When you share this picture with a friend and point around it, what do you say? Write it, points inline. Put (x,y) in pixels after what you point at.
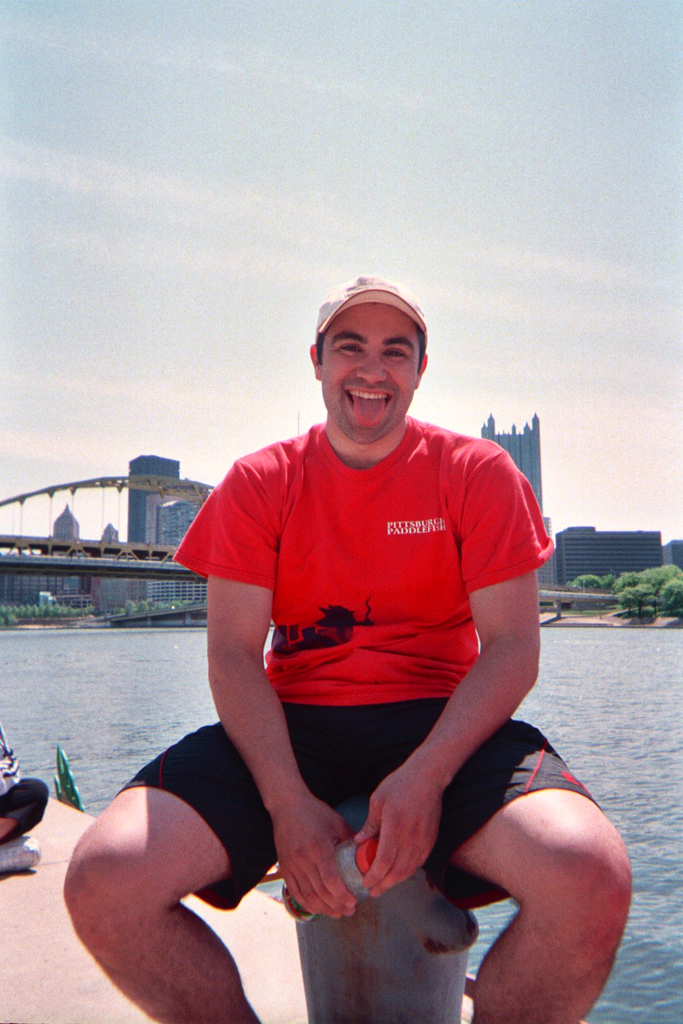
In this image there is a person (324,852) sitting on a small pole (409,967), wearing cap (346,298) and holding a bottle (353,877) in his hand (318,871), in the background (584,664) there is a lake (118,696), bridge (26,561), trees (643,596), buildings (562,545) and the sky (224,216).
